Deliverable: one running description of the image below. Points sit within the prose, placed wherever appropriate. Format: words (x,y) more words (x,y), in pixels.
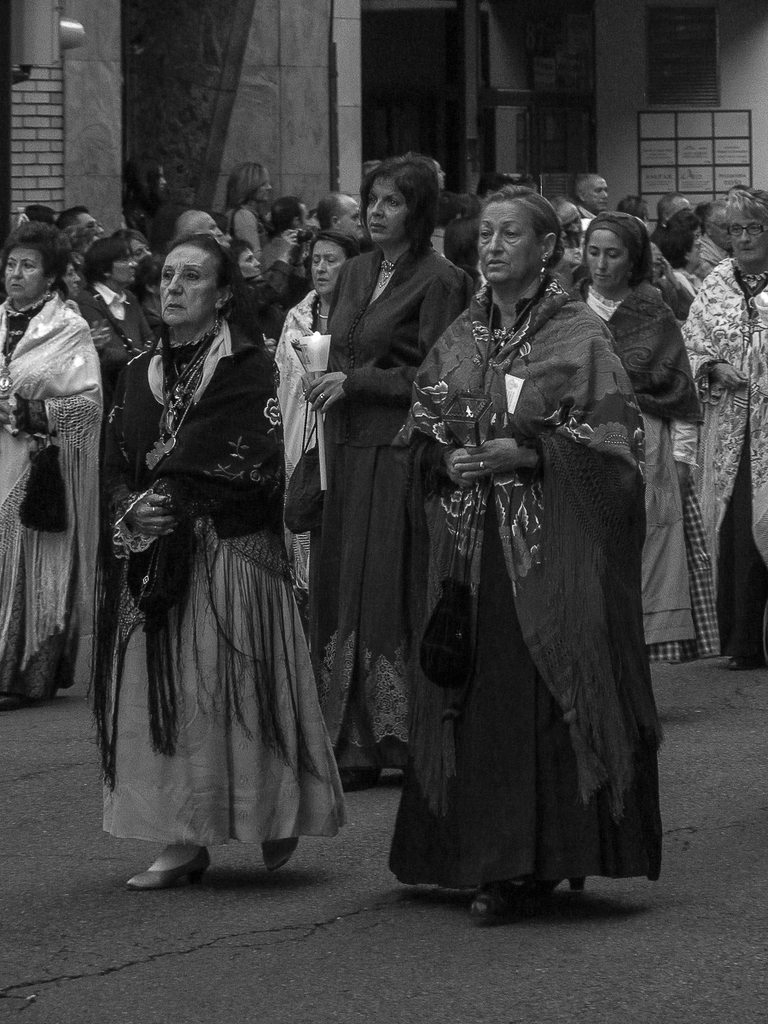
This picture is a black and white image. In this image we can see one building (361,41) in the background (312,48), one object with pole (3,156) on the top left side of the image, two boards (706,138) with text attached to the wall (752,77) on the top right side of the image (665,149), few objects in the background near the building (568,136), some people (763,230) are walking on the road (40,914) and some people (487,284) are holding objects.
